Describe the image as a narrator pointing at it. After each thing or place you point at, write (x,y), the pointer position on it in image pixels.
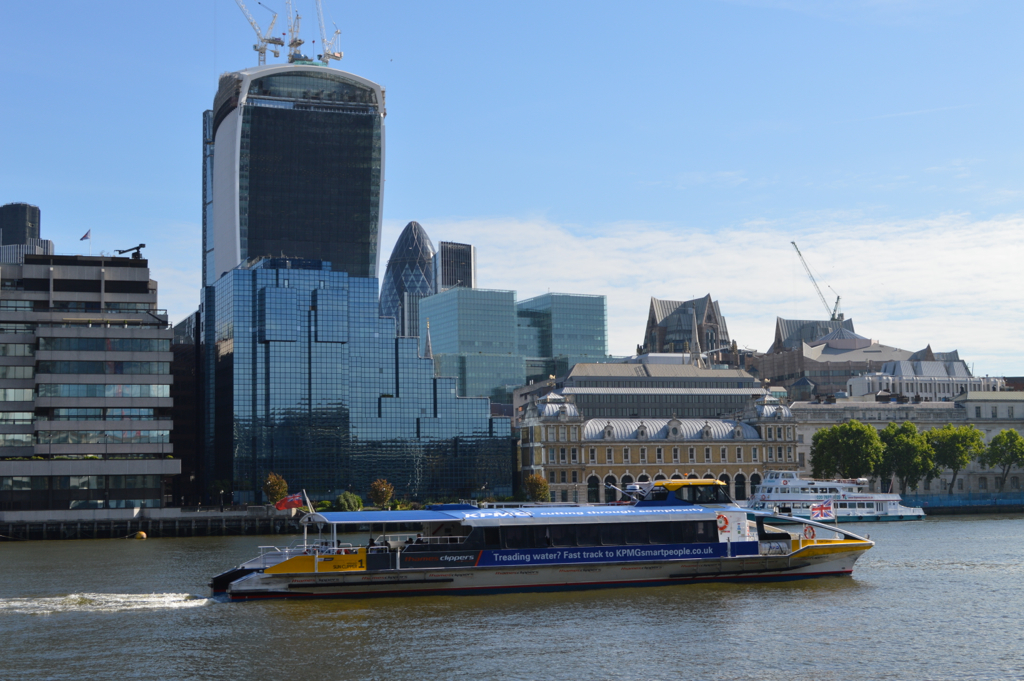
There is a ship (565,545) on the water (543,600) and there are buildings (674,367) and trees (852,444) in the background (502,380).
